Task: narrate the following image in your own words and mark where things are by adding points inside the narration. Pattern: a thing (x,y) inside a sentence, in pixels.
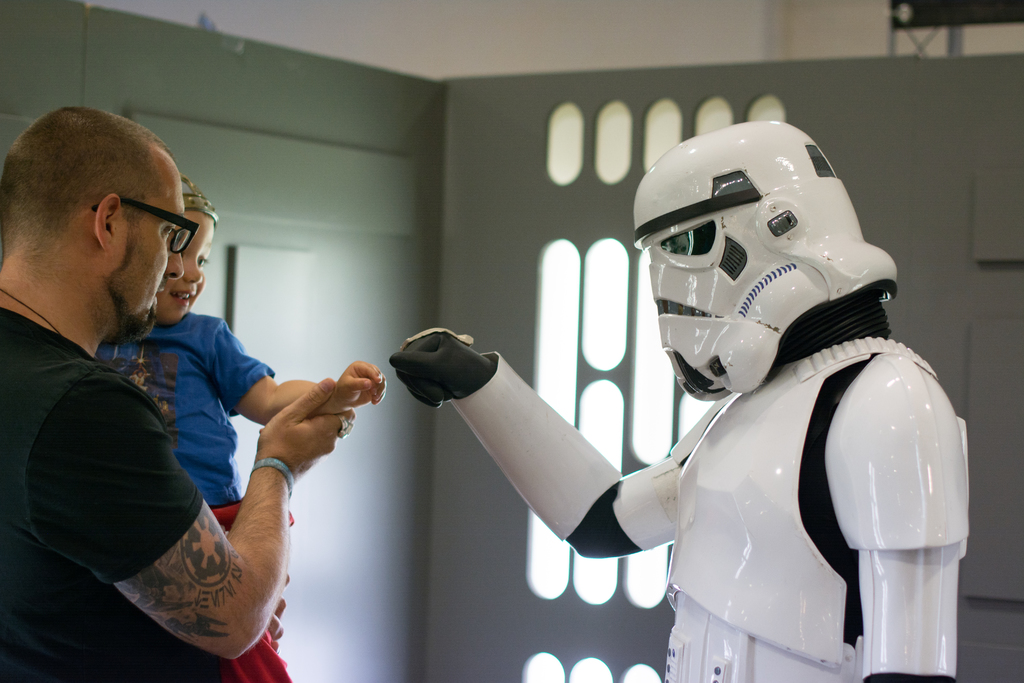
In this image there is a person (135,226) holding the baby (226,323) in his arms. He is wearing spectacles (175,249). Before him there is a person (774,478) wearing a costume (763,498). Background (931,258) there is a wall (1009,385).
